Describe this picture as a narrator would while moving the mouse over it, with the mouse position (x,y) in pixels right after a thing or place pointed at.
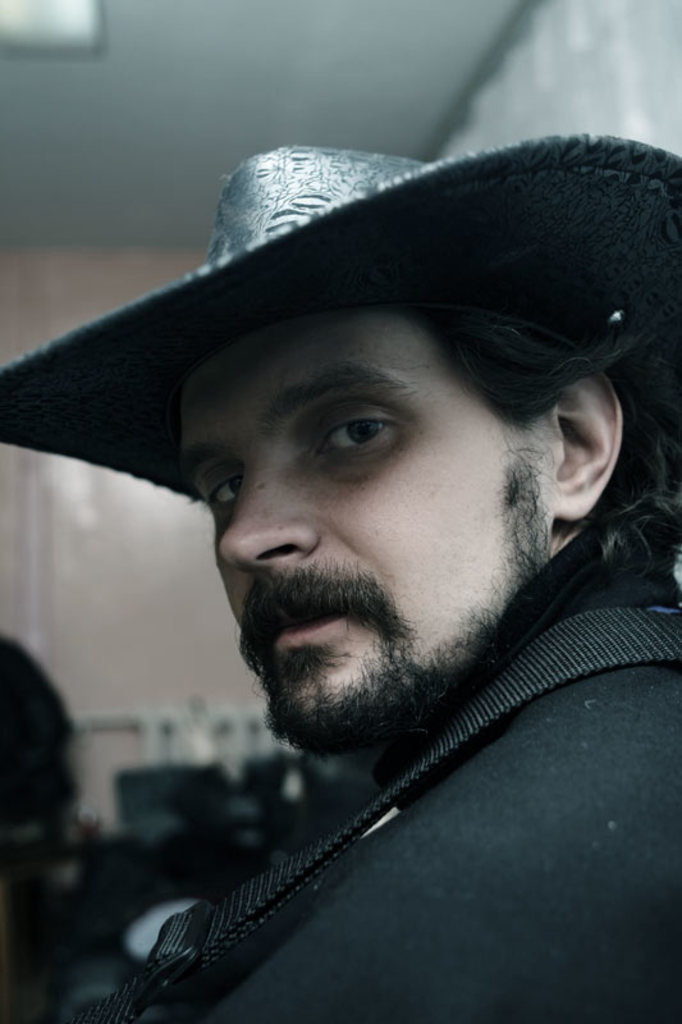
In this image in the foreground (361,671) there is one person (393,669) who is wearing a hat (643,221), and in the background (143,842) there are some objects (154,882) and wall (553,87). At the top (149,154) there is ceiling (125,152).
